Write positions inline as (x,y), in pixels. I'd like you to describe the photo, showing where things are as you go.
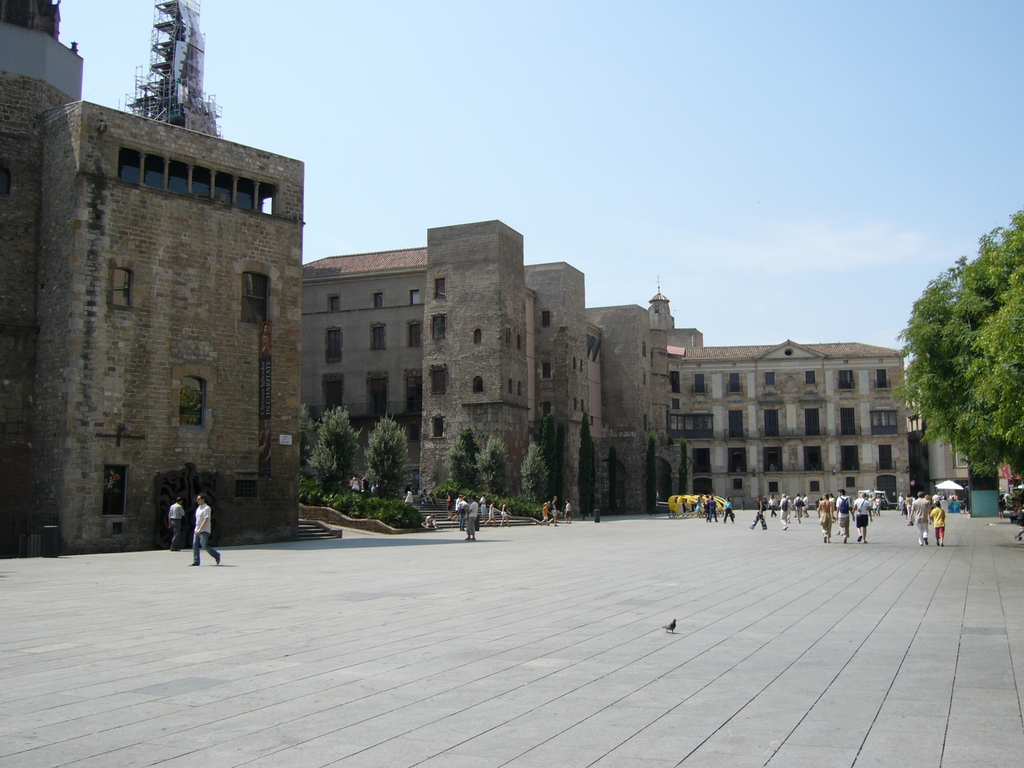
In this picture I can observe some people (917,524) walking on the land (477,580). There are some buildings (473,379). On the right side (966,385) I can observe trees (939,376). In the background (699,189) there is a sky (426,90).
